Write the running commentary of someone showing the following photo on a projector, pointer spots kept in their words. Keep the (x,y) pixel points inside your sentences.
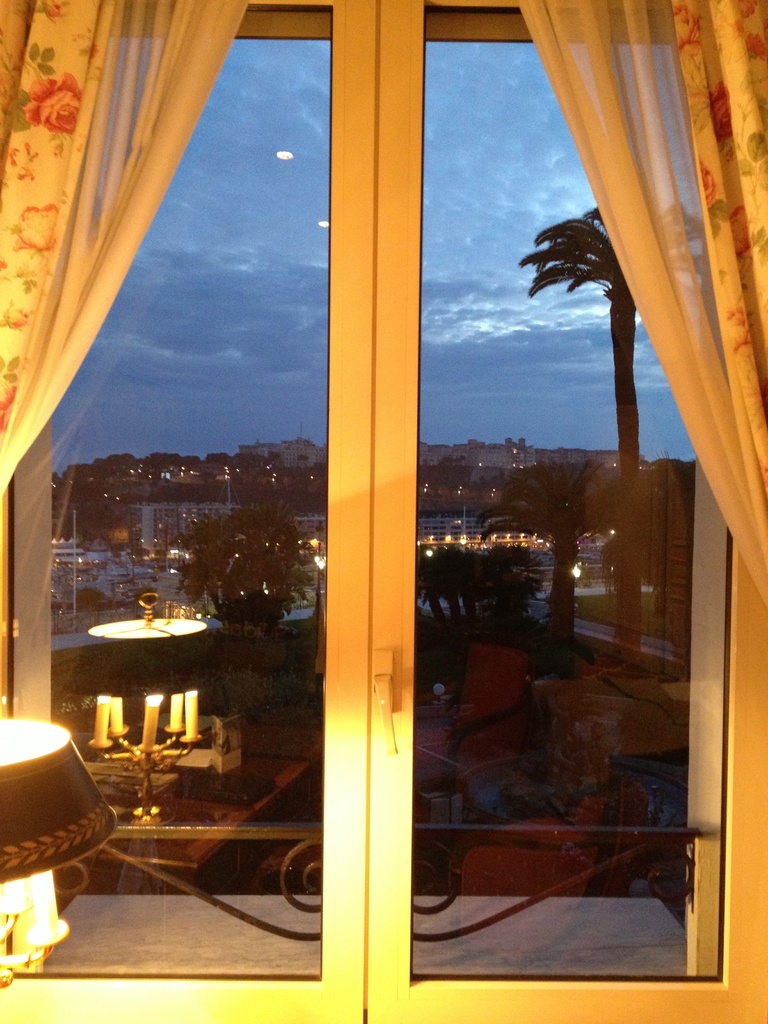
In this image we can see the outside view of a city (537,500) from a glass door (368,548), in the view we can see buildings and trees (275,594).
